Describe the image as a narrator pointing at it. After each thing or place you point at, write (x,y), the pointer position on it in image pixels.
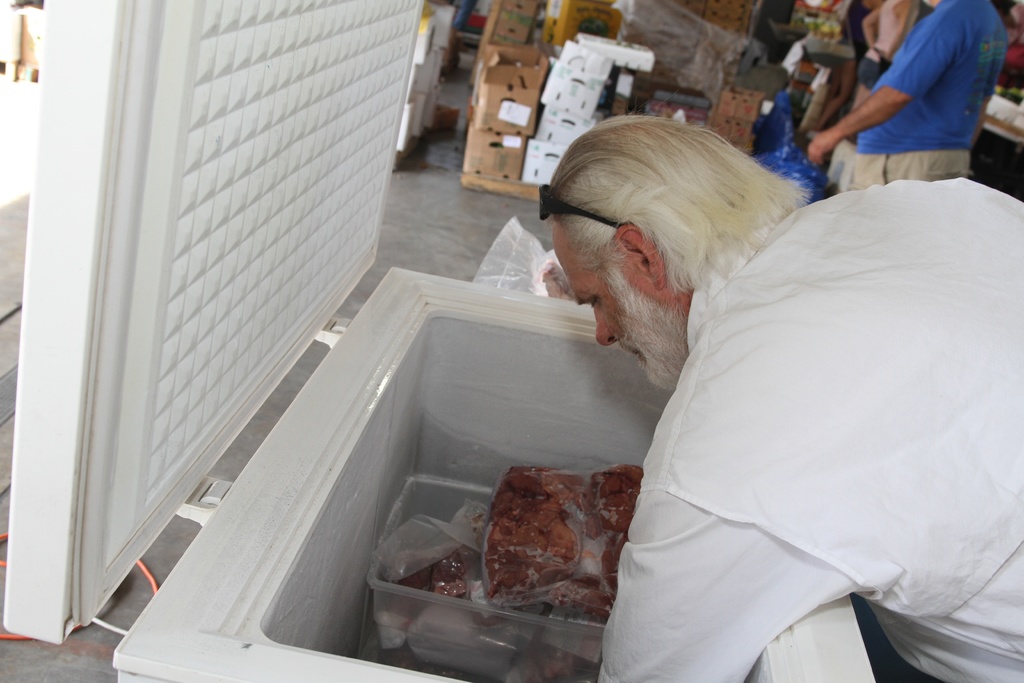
In the image we can see there are people (926,135) standing, they are wearing clothes (882,162) and one person (879,401) is bending down. Here we can see the container (402,278) in it there are plastic boxes (569,624) and many other things (480,581). Here we can see the cable wire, floor (413,265) and carton boxes (492,97).
